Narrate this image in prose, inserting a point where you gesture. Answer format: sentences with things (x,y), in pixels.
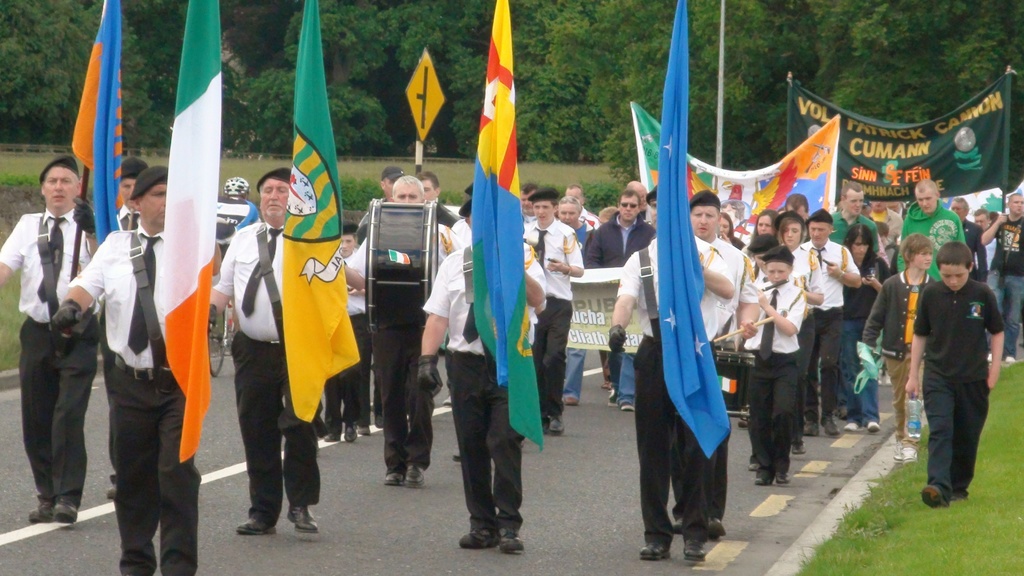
In this image, there are some persons (865,263) holding flags (220,154) and banners (809,136) on the road (612,501). There is a sign board (416,98) in the middle of the image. There is a kid (935,328) on the right side of the image (935,328) holding a bottle (912,414) and walking on the grass (939,527). There are some trees (415,59) at the top of the image (338,80).
